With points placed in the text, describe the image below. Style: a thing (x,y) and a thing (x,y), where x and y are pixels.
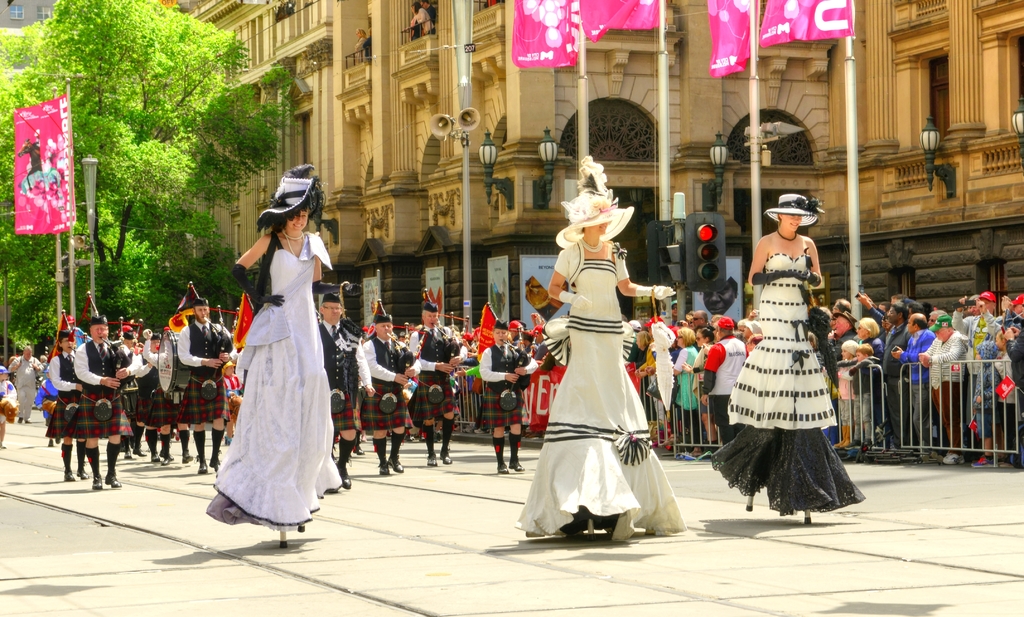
In this picture there are three tall girls (571,478) in the image, they are wearing costumes (541,491) and there are other people (23,376) on the left side of the image (8,372) and there are flags (797,15) at the top side of the image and there are lamp poles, traffic poles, and a building (569,112) in the background area of the image (915,69).
